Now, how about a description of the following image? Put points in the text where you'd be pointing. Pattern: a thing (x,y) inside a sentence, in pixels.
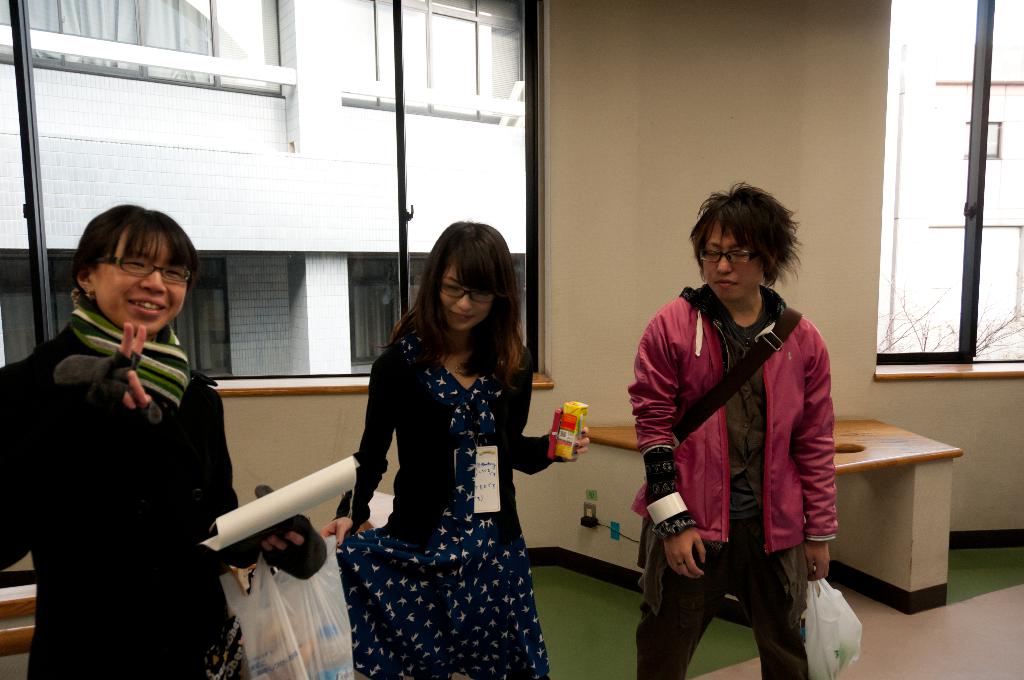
In this image, we can see people (759,459) are standing and holding some objects (288,645). Background (557,351) we can see wall (569,342), glass windows (985,287), mesh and table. At the bottom (581,649), there is a floor (546,614). Through the glass windows (388,260), we can see the outside view. Here we can see buildings (453,197), walls (353,174), windows (228,46), curtains (43,25), pillars (324,14) and tree (939,329).
